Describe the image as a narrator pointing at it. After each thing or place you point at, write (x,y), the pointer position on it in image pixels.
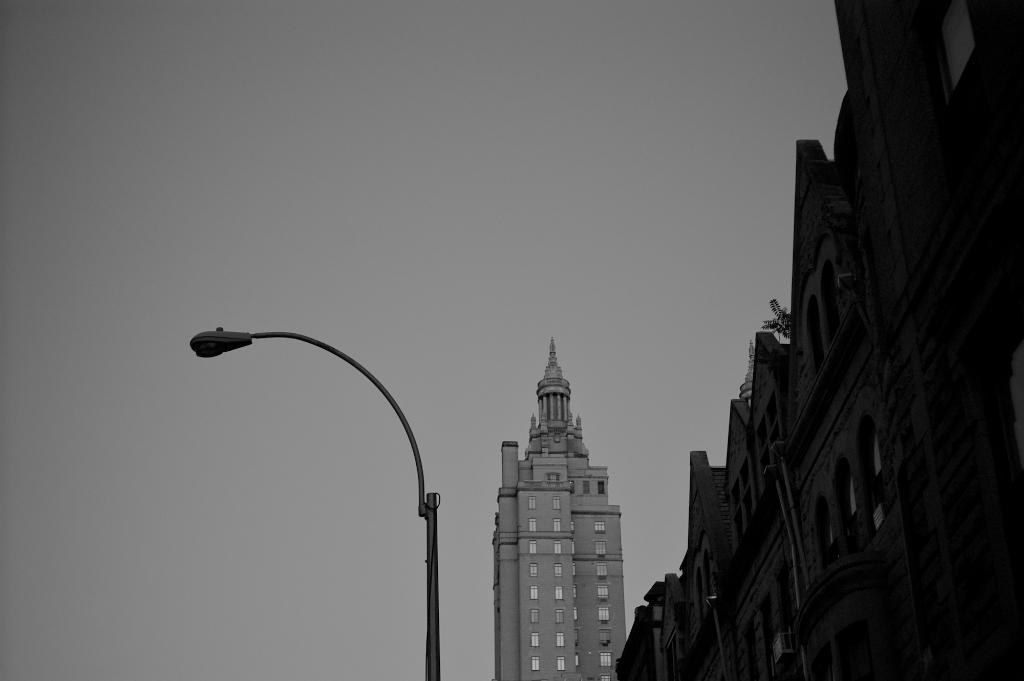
In the picture I can see the buildings (932,315) on the right side (924,344). In the background (603,639), I can see the windows (596,526) of the building (584,546). I can see an air conditioner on the wall (827,601) of the building (780,541). I can see the light pole (416,451) in the middle of the picture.
